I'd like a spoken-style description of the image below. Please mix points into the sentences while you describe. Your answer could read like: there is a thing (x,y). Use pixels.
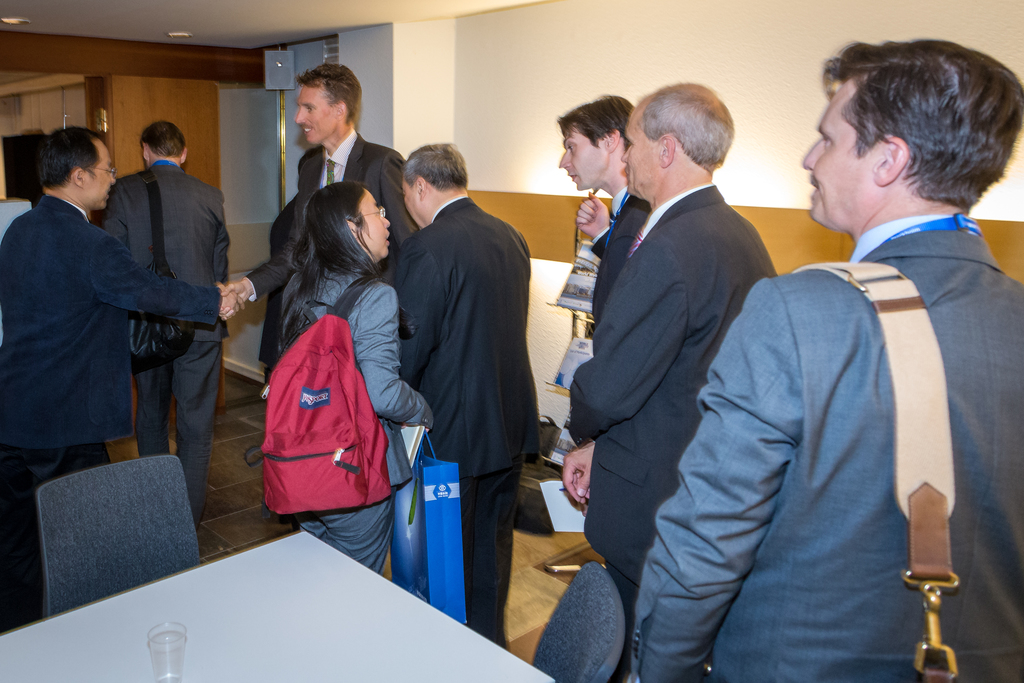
In this picture there are people (851,473) in the center of the image (619,439) and there is a table (252,569), chair (147,579), and a glass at the bottom side of the image (311,586) and there is a door (128,112) in the background area of the image (216,123).
